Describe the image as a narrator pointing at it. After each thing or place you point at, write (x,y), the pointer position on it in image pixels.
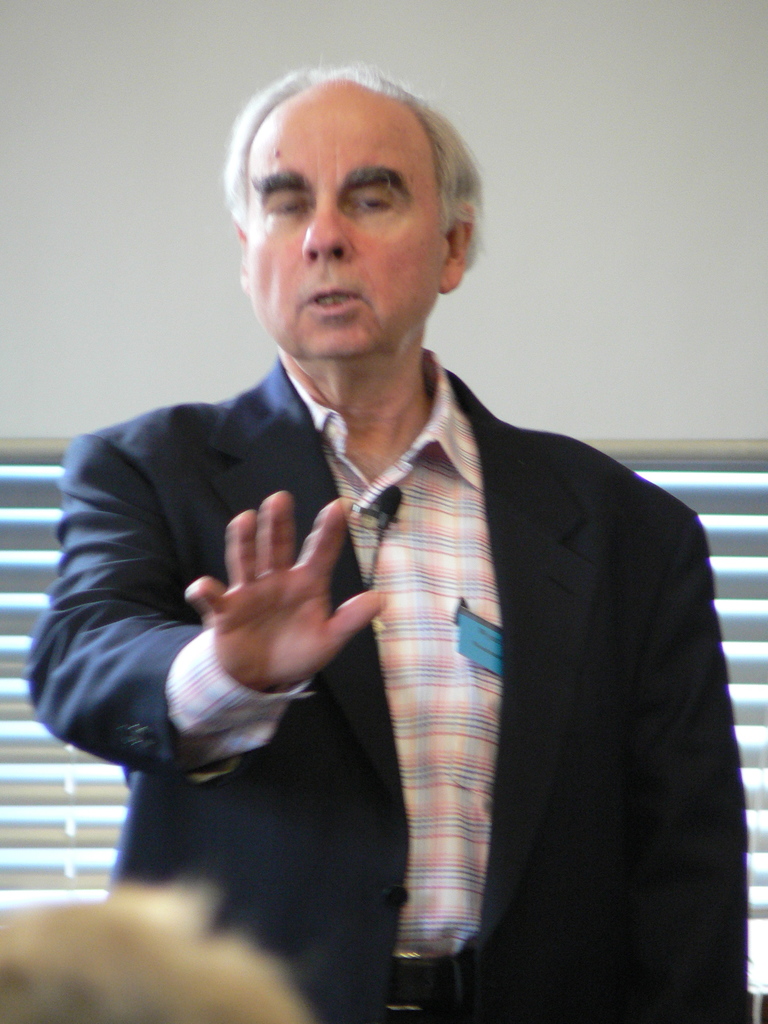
In this picture there is a man (319,211) in the center of the image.
